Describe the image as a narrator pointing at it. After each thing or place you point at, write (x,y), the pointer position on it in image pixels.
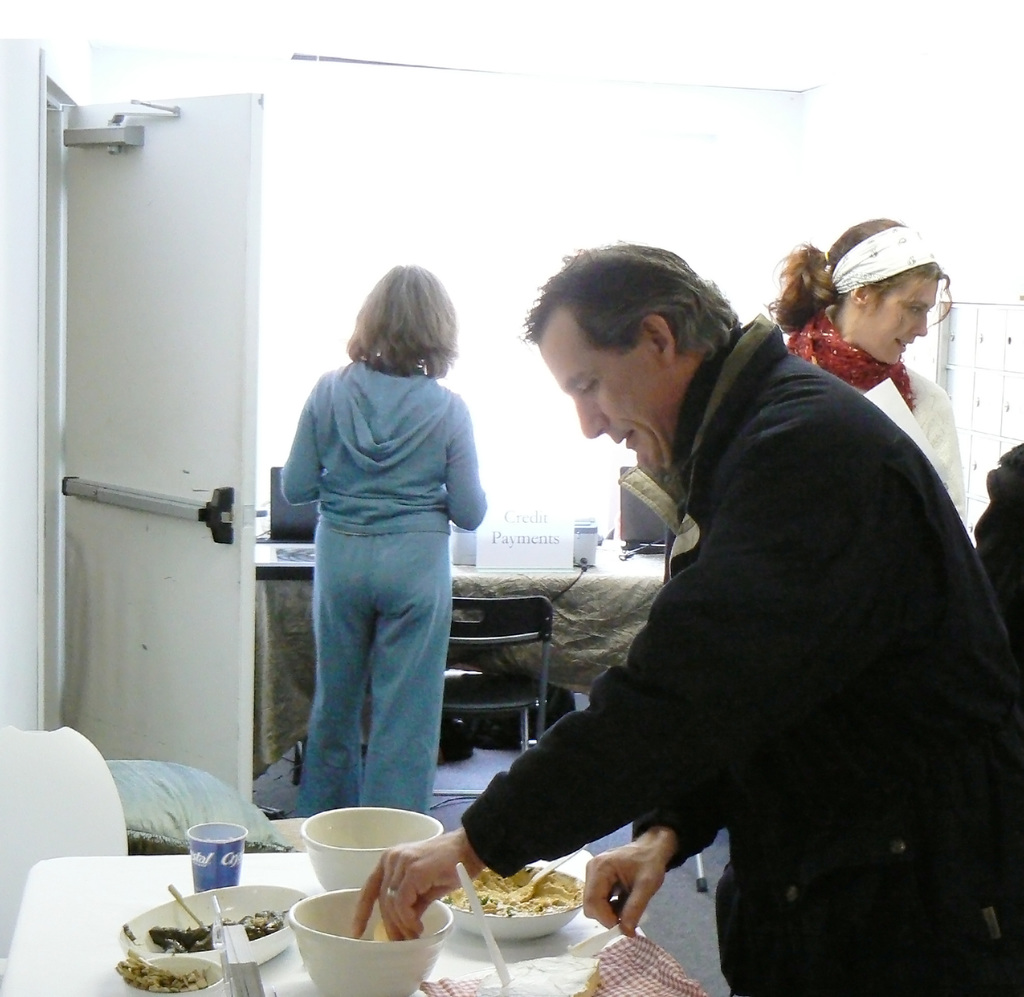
In this image there are persons (412,518) standing in the center (397,519). The man (765,514) in the front (797,637) is standing and in front of the man (415,887) there is a table (139,909). On the table (42,963) there are bowls (353,867) and there is a glass (217,881). On the left side (150,405) there is a door (164,418) which is white in colour and there are empty chairs (473,701).
